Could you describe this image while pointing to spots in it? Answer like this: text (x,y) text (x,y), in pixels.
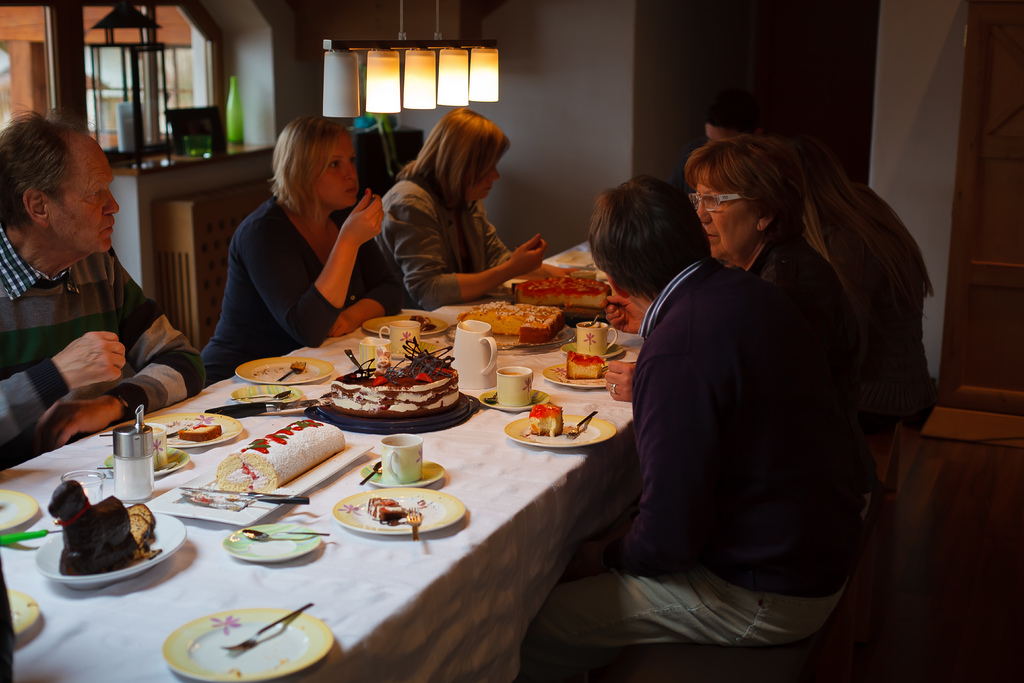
This image is clicked in a room (548,95). There are lights (414,62) on the top (428,53), there is a table (491,518) and chairs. On the table (320,513) are plates (258,612), bowl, knife (265,495), fork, spoon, Cup (408,478), saucer (394,483), jar (467,356), edibles (431,410).
